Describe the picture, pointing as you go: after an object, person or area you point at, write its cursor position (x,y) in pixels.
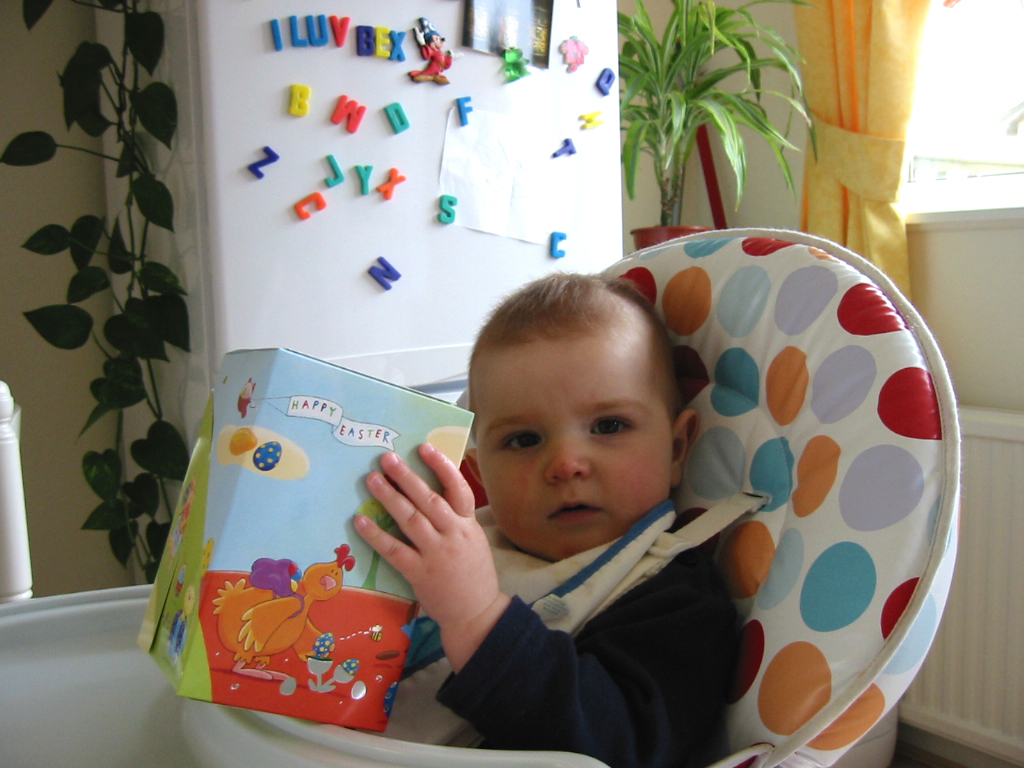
In this picture we can see a baby boy (423,492) sitting on a chair (685,543), he is holding a box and in the background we can see trees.
